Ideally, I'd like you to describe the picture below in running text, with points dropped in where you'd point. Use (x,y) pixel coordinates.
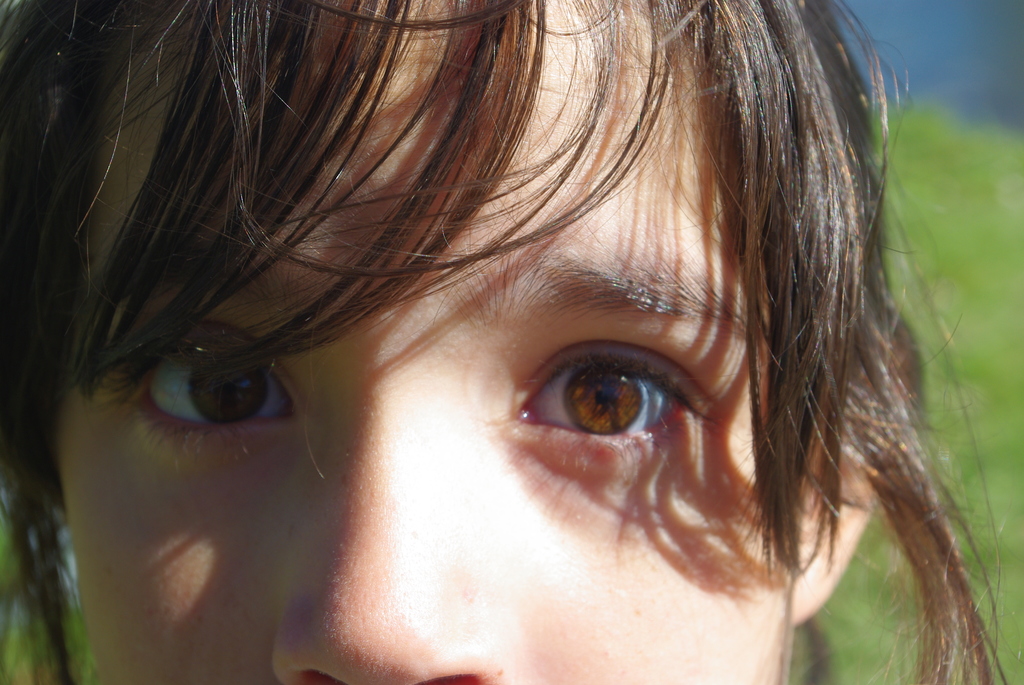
In this image I can see a person's face (504,349). The background of the image is blurred.
